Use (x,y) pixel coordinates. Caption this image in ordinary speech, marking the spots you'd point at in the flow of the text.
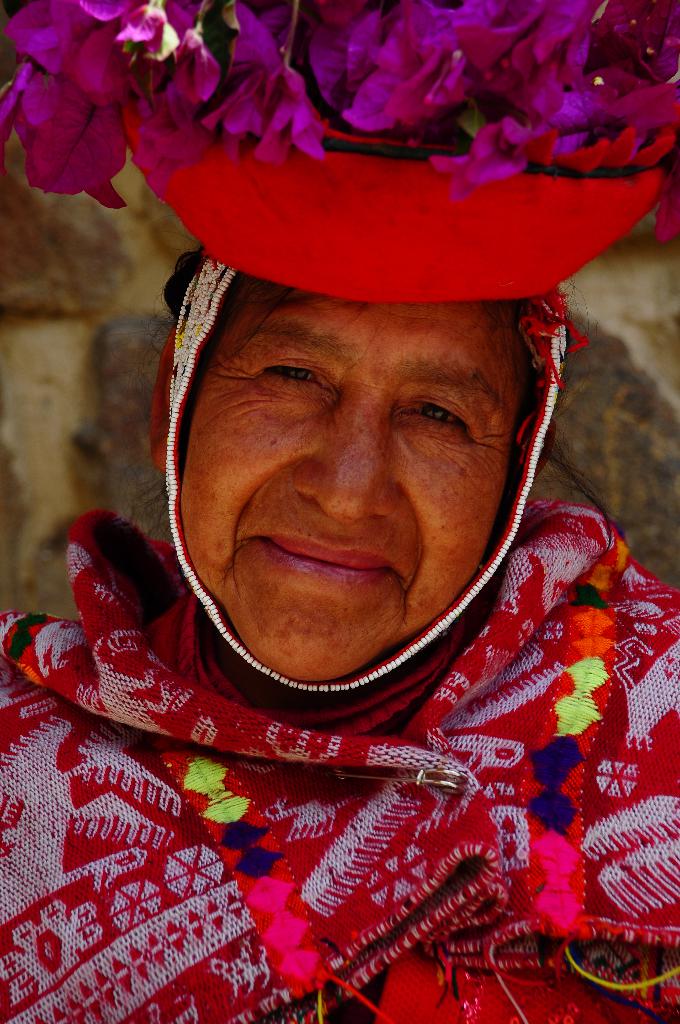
In this image we can see a person (377,791) wearing a dress (457,739) and a hat (419,197) with flowers (503,83) on it.
